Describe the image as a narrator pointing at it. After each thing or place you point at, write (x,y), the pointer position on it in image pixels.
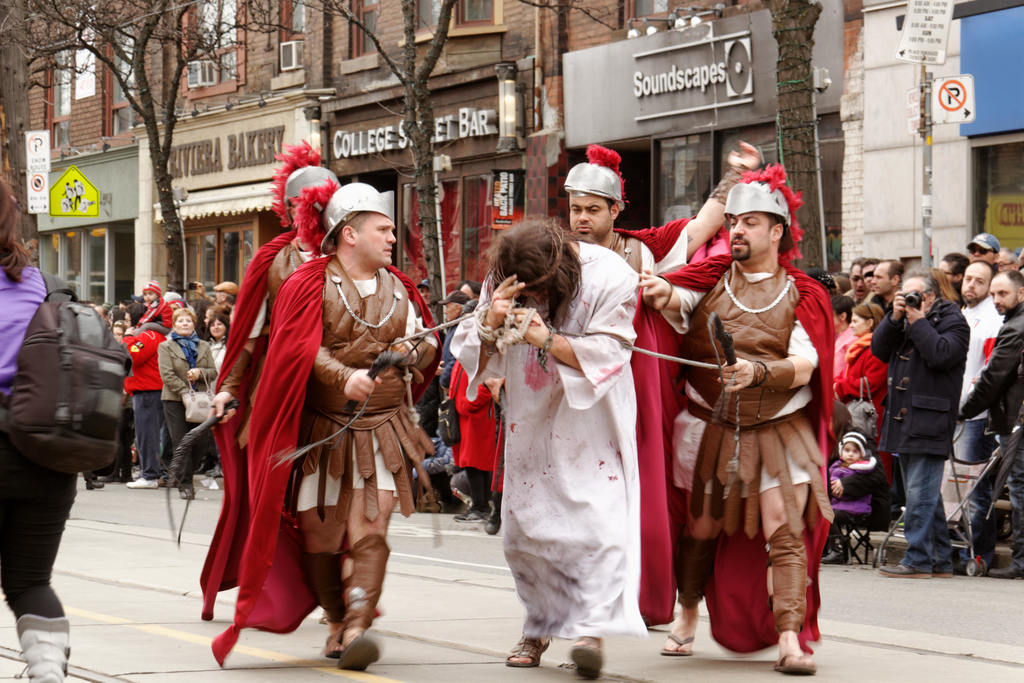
In this picture we can see the man (562,373) wearing a white dress (603,441) and walking on the road (515,618). Beside we can see some soldiers (265,377), tied him with ropes (509,334). Behind we can see a group of people (962,324) standing and watching him and taking photos. In the background (501,68) we can see some shops (238,145), buildings (316,56) and dry trees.
